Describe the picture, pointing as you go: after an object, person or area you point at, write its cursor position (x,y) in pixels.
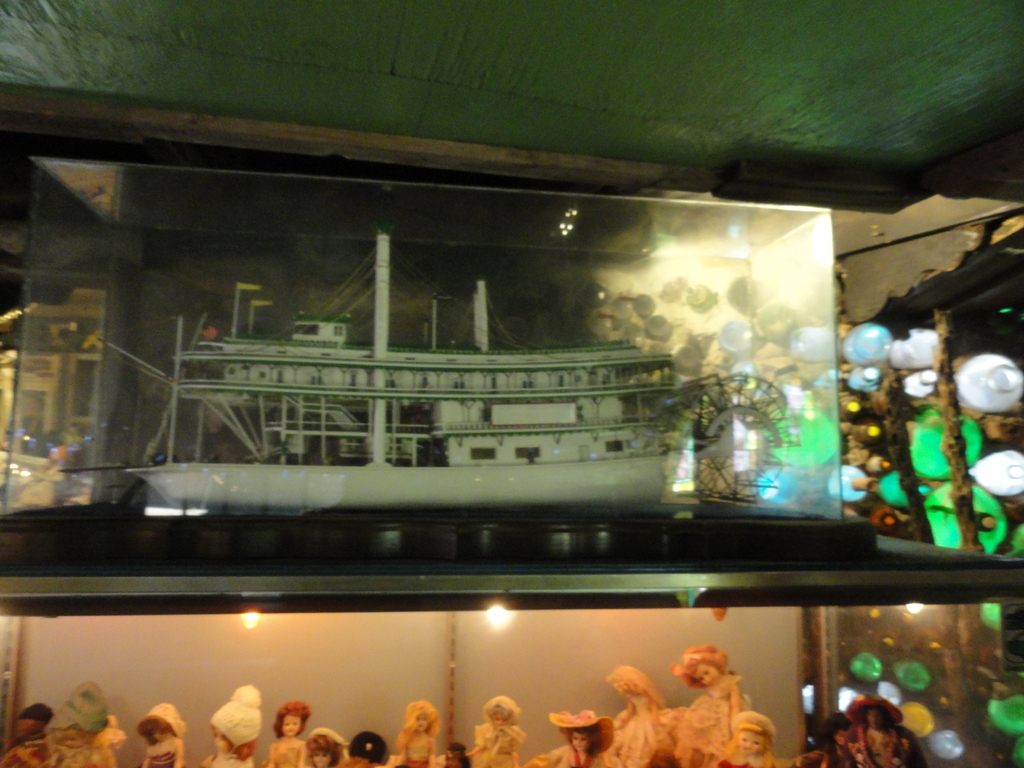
In this image we can see some dolls (618,685), water bottles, model of a ship (368,346) and top of the image (431,128) there is green color sheet (661,132).
